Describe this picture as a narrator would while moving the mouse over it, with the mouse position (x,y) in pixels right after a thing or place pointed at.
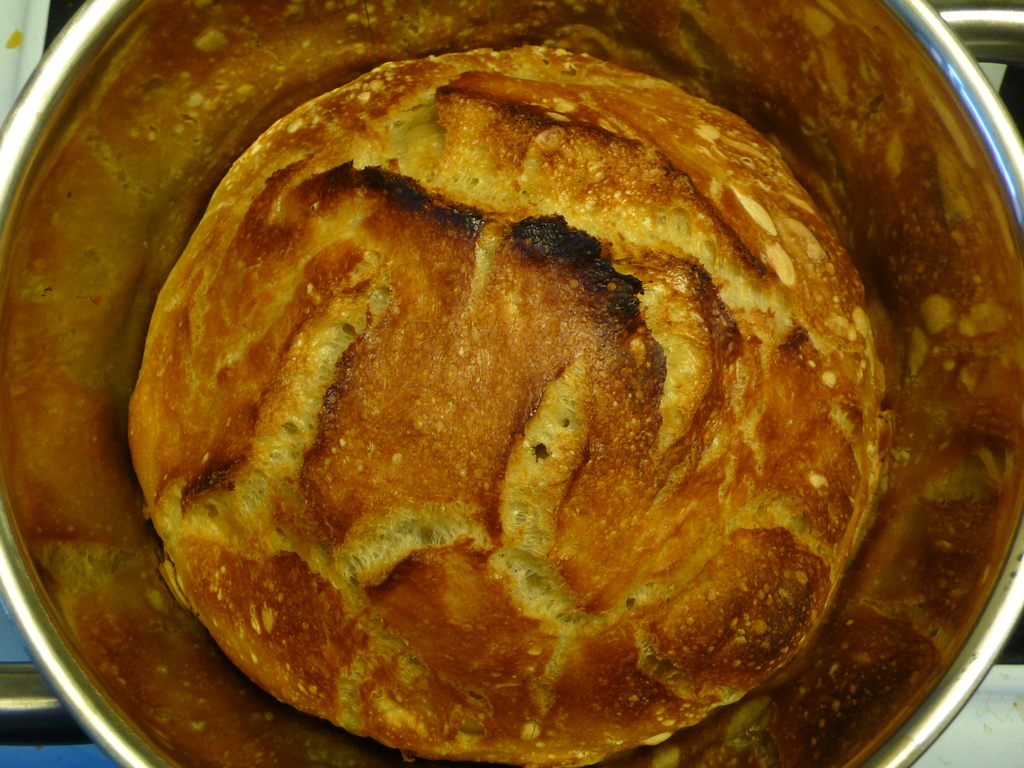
In this picture we can observe some food (327,198) in the bowl (132,216). The food (516,200) is in brown and yellow color.
